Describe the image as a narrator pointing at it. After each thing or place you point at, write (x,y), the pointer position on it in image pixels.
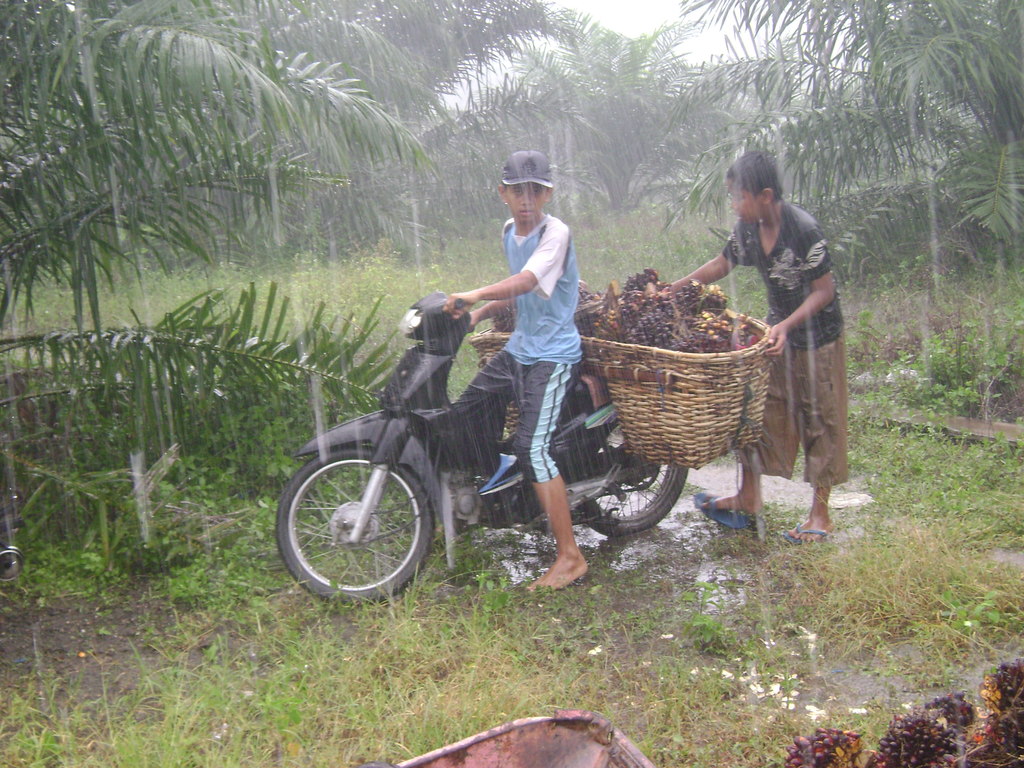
In this image there is a person (540,346) on the bike (445,462), on the bike (578,411) there is a basket (640,385) with some objects (666,346) in it and there is a person (786,288) holding the basket (703,376), in the background of the image (370,121) there are trees (176,244), in front of the image there are some objects (595,733).
